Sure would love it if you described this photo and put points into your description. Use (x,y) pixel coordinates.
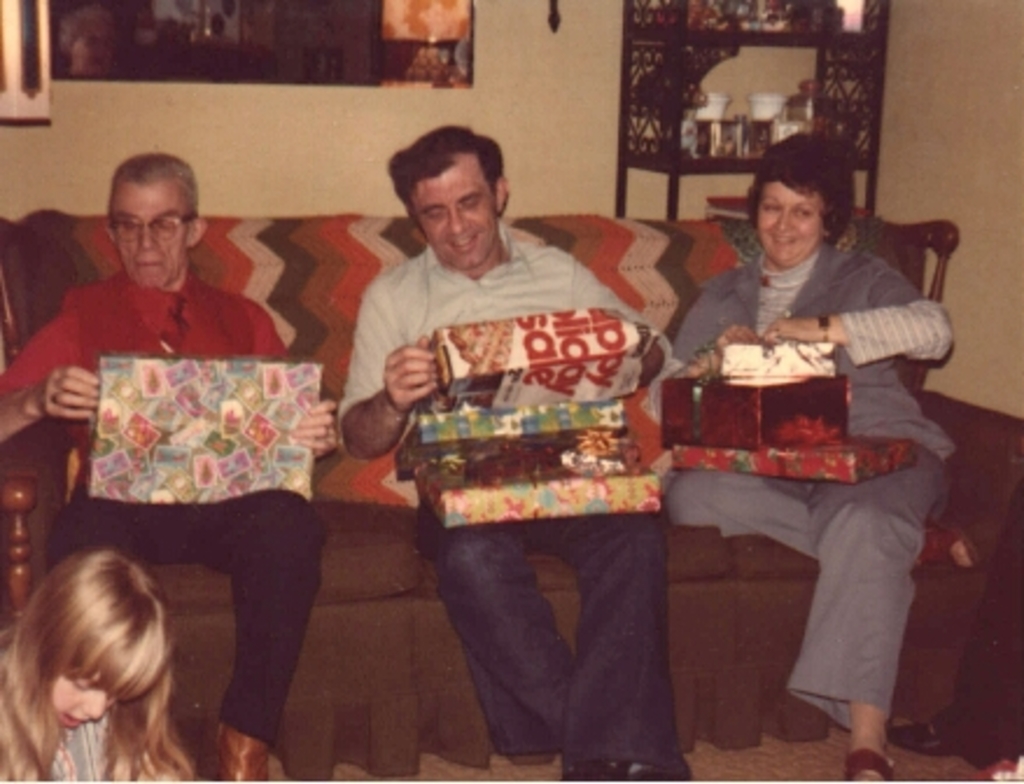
In this image there are three persons (128,355) sitting on the sofa (324,498) by holding the gift boxes (484,414). On the left side (80,674) bottom there is a girl (42,670). On the right side (830,61) top there is a cupboard (642,125) in which there are glasses (715,120) and bowls (756,107).
